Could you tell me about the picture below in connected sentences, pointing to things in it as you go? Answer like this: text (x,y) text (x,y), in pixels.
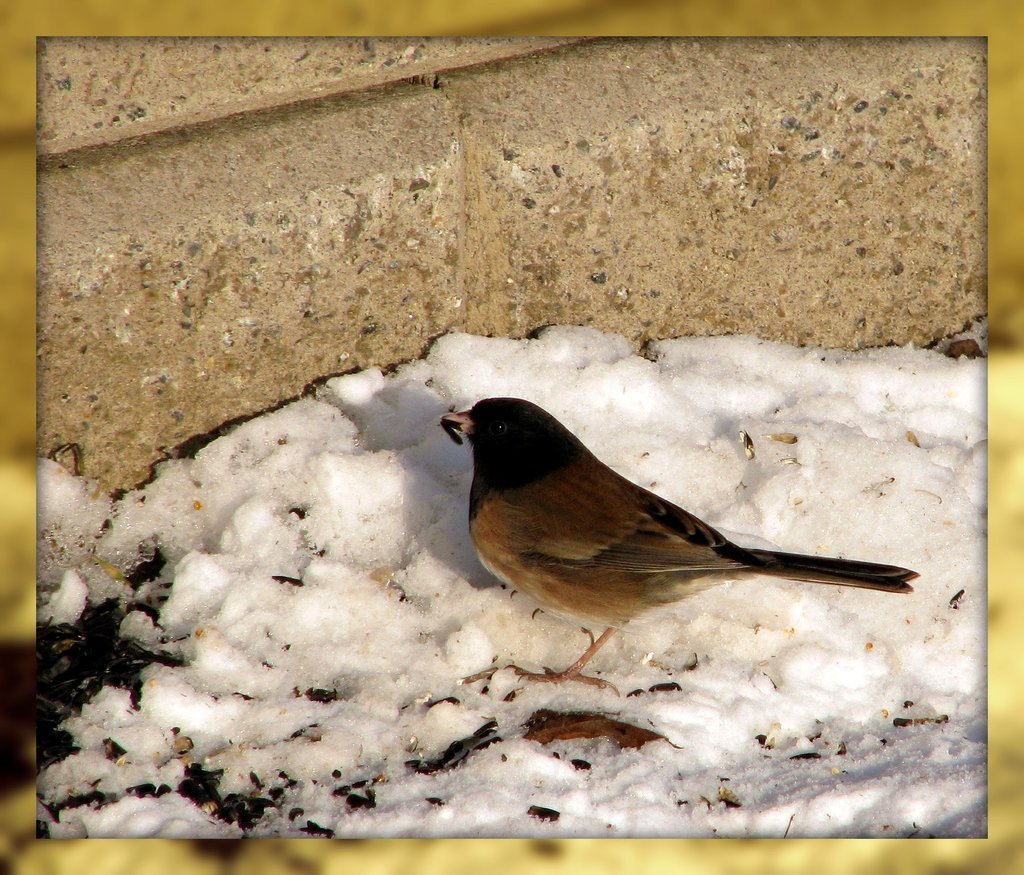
In this image there is ice (359,577) on the ground (536,657), there is a dried leaf (588,734) on the ice (603,746), there is an object (116,621) on the ice (477,757), there is a bird (696,539) on the ice (179,618), at the background of the image (598,241) there is a wall (416,172) truncated.
